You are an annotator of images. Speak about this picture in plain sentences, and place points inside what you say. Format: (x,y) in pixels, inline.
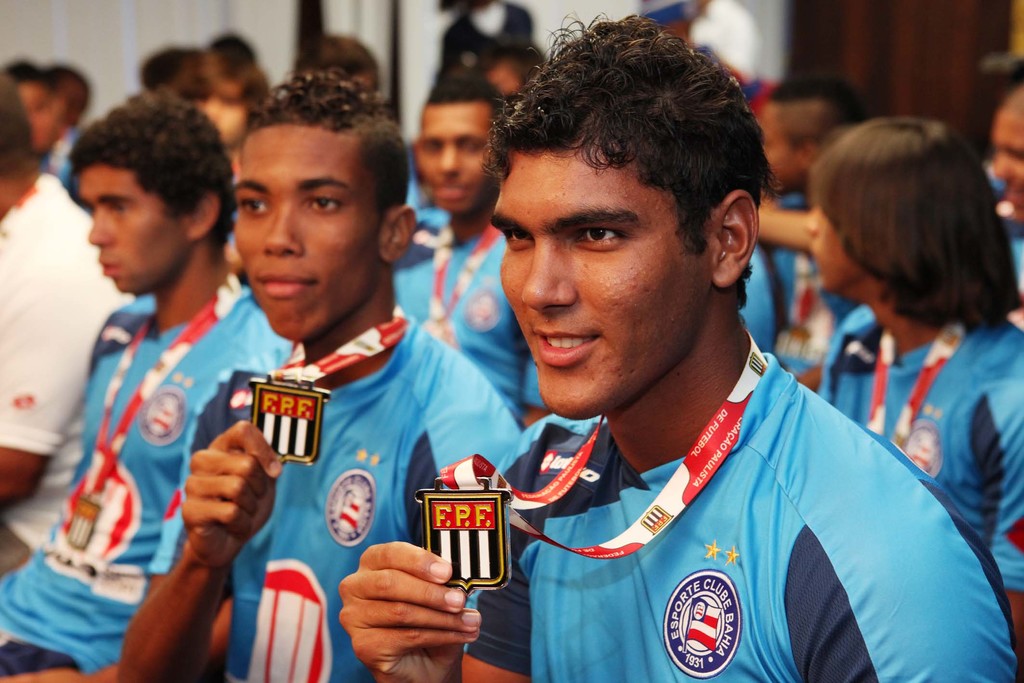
Here we can see people (469,320). These people (469,320) wore tags (488,561). Background (70,50) it is blur.
